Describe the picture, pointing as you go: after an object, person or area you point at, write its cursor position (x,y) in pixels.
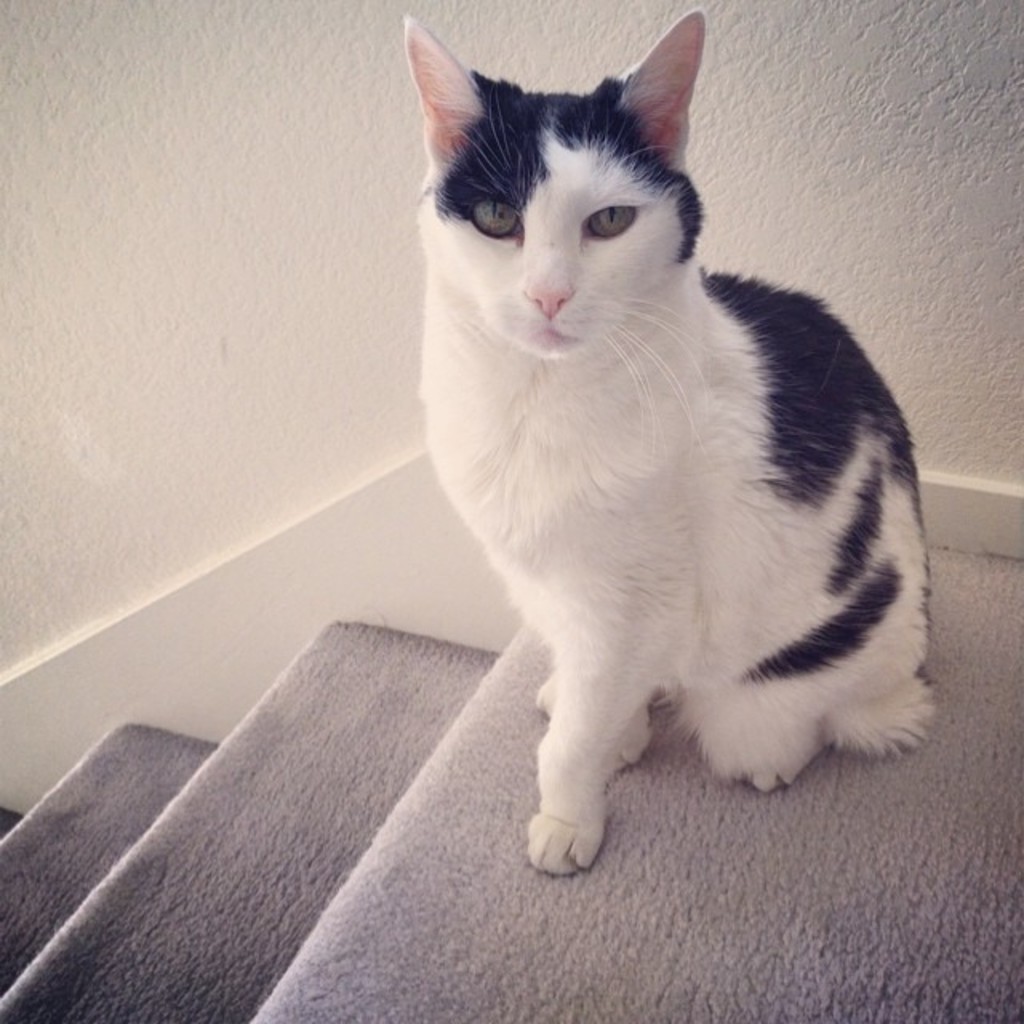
In this picture we can see a cat (557,570) on the floor (711,931), steps (384,676) and in the background (172,169) we can see the wall (216,301).
